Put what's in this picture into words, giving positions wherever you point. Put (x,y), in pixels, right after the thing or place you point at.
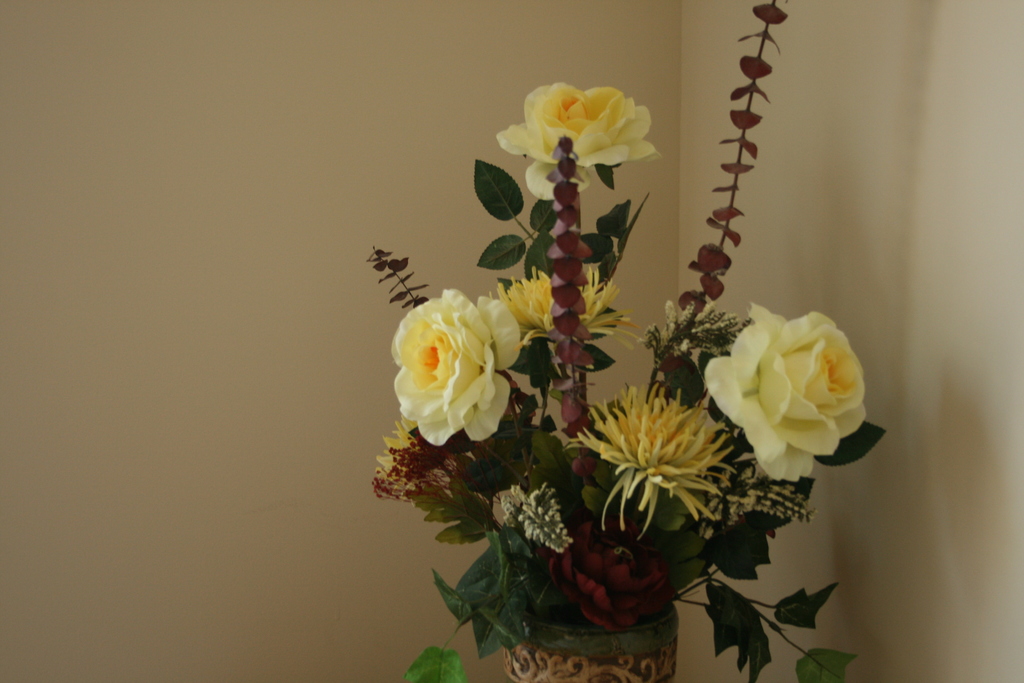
In this image I can see a flower pot (555,622), on which there are some flowers (450,463) leaves (471,503), backside of the flower pot (547,652) there is the wall (688,118).
